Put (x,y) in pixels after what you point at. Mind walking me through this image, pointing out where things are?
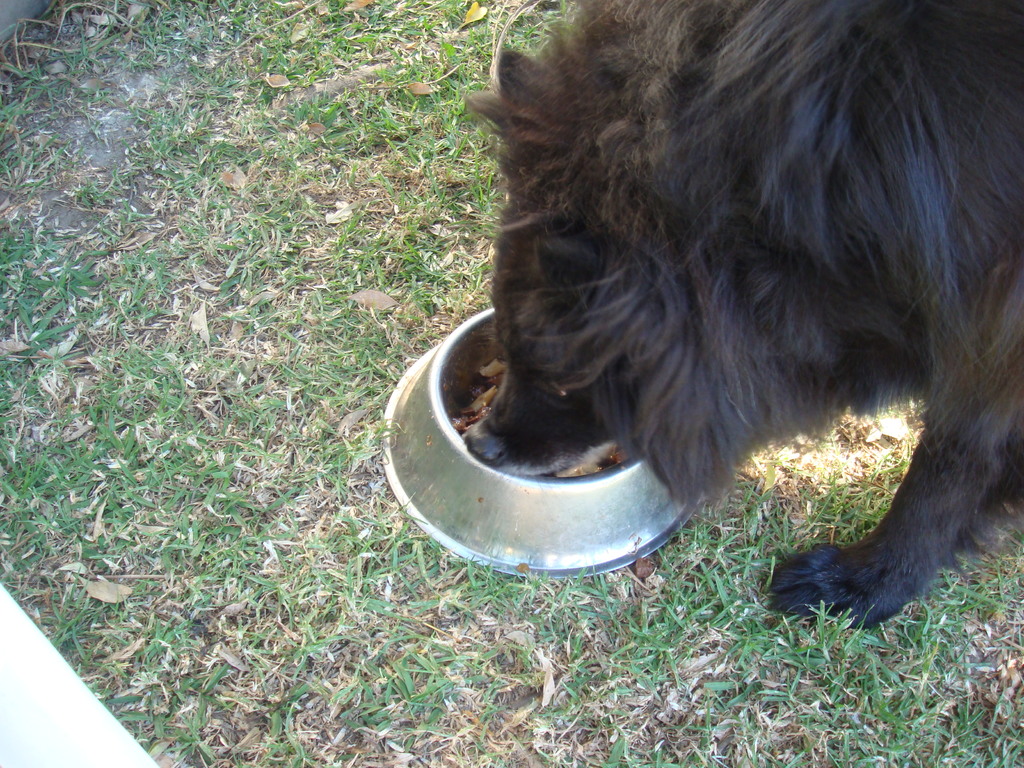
In this image there is a grassland (809,679) on that land (469,618) there is a bowl (430,491), in that bowl (441,513) there is food (587,472) and a black dog (531,225) eating the food (568,468).
